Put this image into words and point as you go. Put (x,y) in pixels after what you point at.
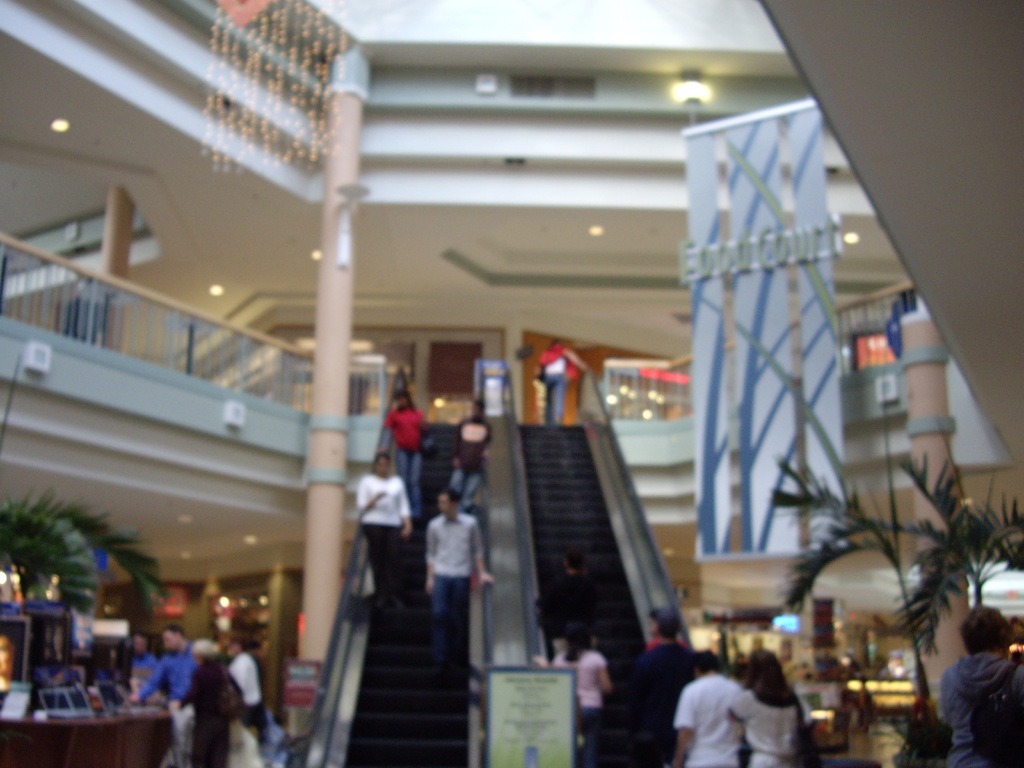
It is an inside view of the mall (523,503). Here we can see escalators (504,605), group of people (591,645), few plants (79,553), pillars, walls (194,619), railings (248,326), hoarding (761,304), board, few objects (90,653) and ceiling (479,286) with lights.
